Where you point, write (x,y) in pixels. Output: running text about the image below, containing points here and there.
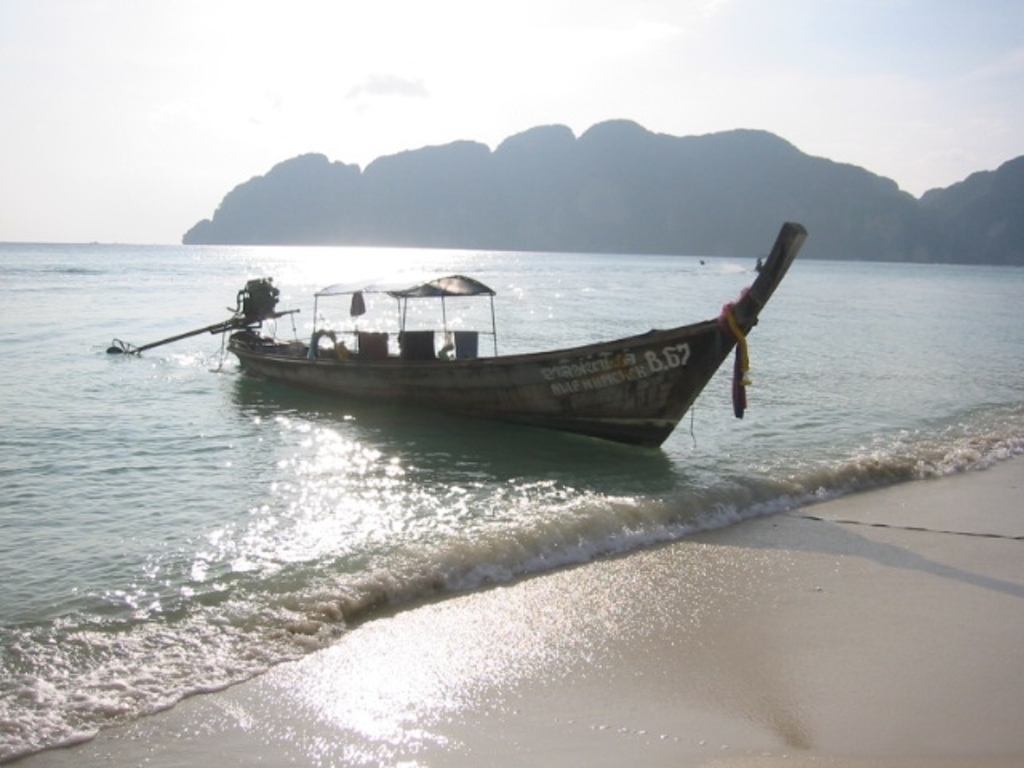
In this image I can see the sea (248,467), on the sea (224,456) I can see a boat (580,395), at the top (302,65) I can see the sky (632,58) and the hill (641,193).
